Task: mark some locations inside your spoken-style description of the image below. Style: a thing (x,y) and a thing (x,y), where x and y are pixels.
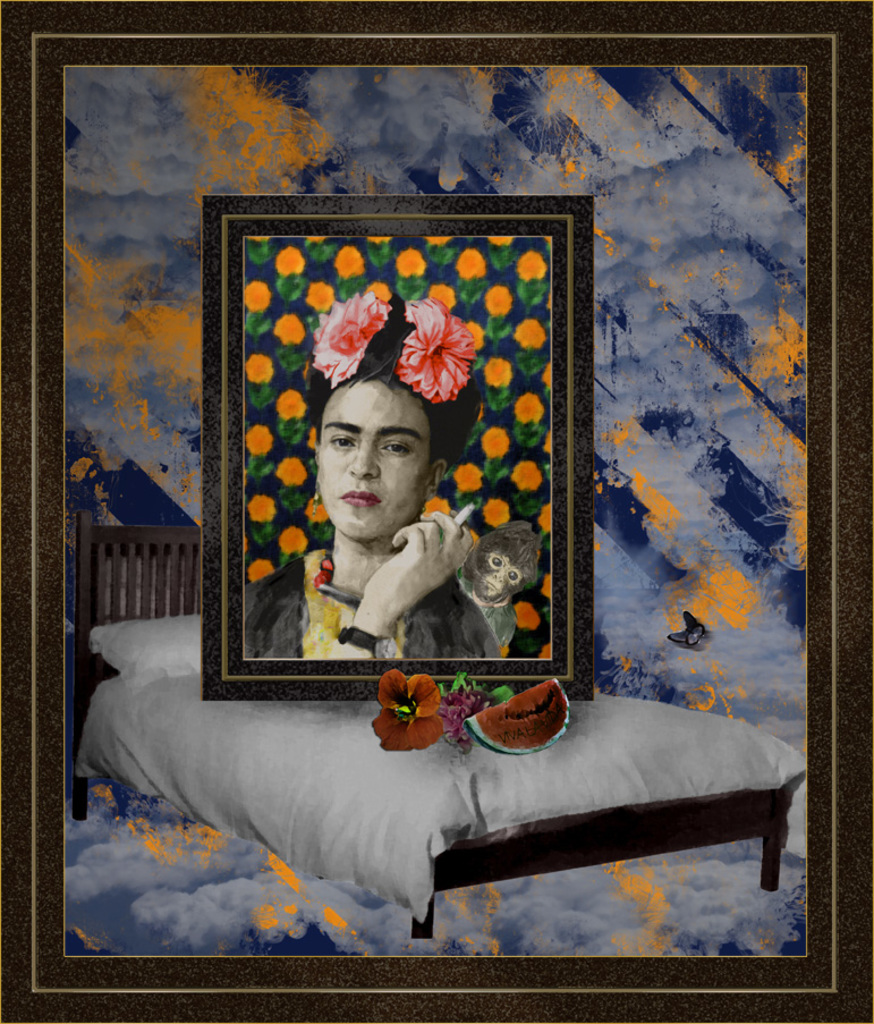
In this image I see a photo frame (88,21) and I see another frame (440,250) on it, on which I see the depiction of a woman (354,477) and an animal (507,558) on her back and I see the bed (163,591) and I see few things (453,719) over here.
